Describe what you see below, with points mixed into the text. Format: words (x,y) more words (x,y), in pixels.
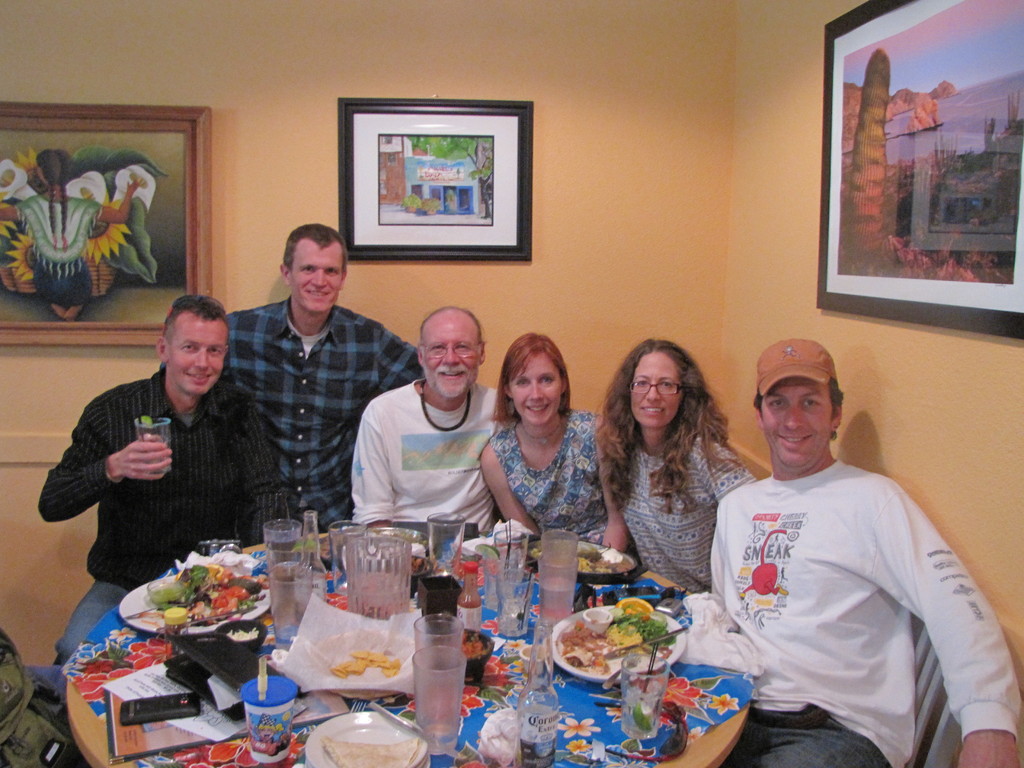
In the image there are several people (339,468) sat on chair (935,690) in front (667,650) there is bottles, plates (611,666), food (605,646). On the wall (49,93) there are many photographs (446,200) and painting (422,199).
